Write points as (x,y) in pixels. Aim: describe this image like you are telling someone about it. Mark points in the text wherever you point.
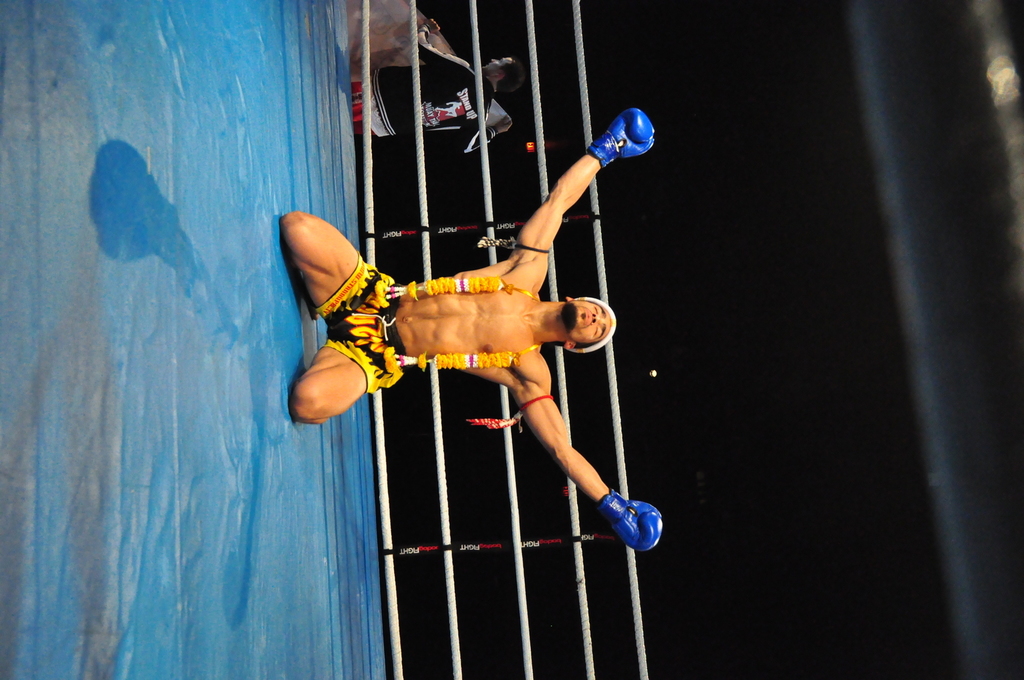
In this image I can see a boxing ring (272,413) and in it I can see a man (403,317). I can see he is wearing a black and yellow shorts (392,310), a blue colour gloves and around his neck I can see flowers (409,286). I can also see a white thing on his head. In the background (461,395) I can see few white ropes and a man (501,90). I can also see he is holding a board (433,37) and on his jacket (442,73) I can see something is written.
